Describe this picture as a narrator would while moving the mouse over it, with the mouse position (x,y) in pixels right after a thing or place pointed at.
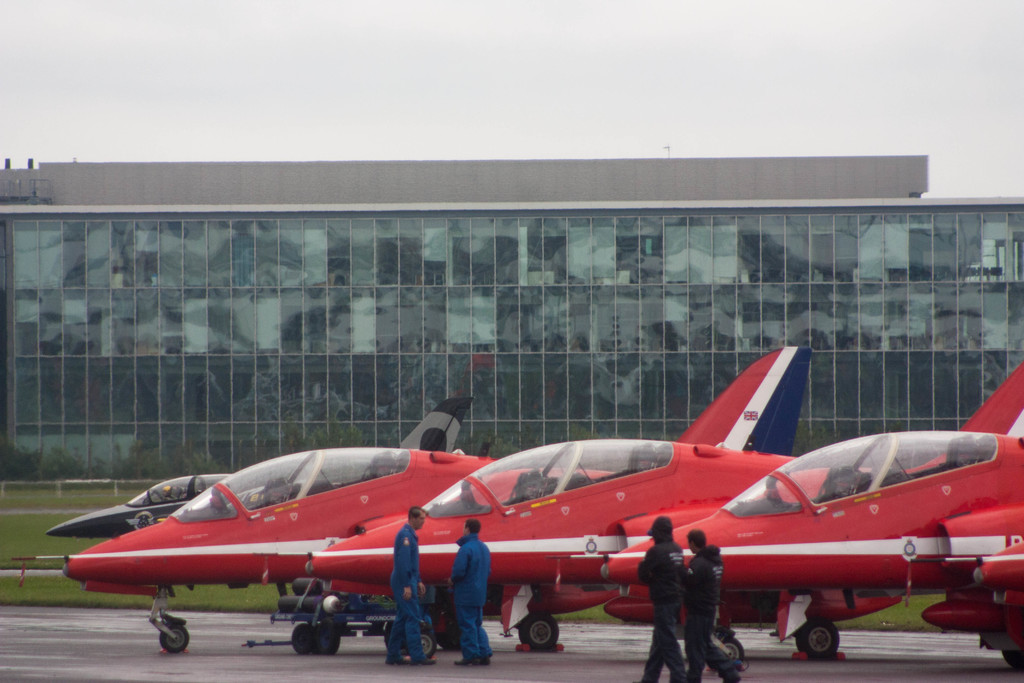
In this image we can see aircrafts (877,500) on the floor (797,671) and persons (675,546) standing. In the background (214,223) we can see sky (255,67), buildings (298,333), plants (112,476), ground (29,551) and iron rod (99,482).
